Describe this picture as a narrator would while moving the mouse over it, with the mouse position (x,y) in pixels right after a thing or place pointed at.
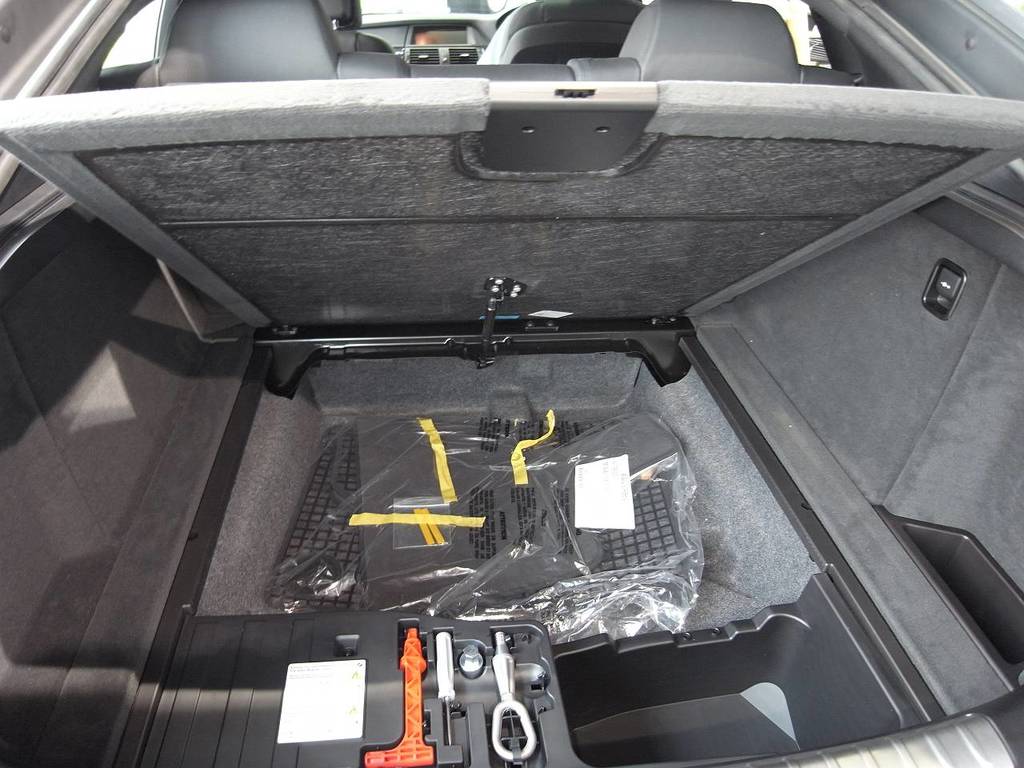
This is the internal picture of the car (473,351). In this image we can see seats (745,45) and some tools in the boot (112,546) of the car (56,563).
